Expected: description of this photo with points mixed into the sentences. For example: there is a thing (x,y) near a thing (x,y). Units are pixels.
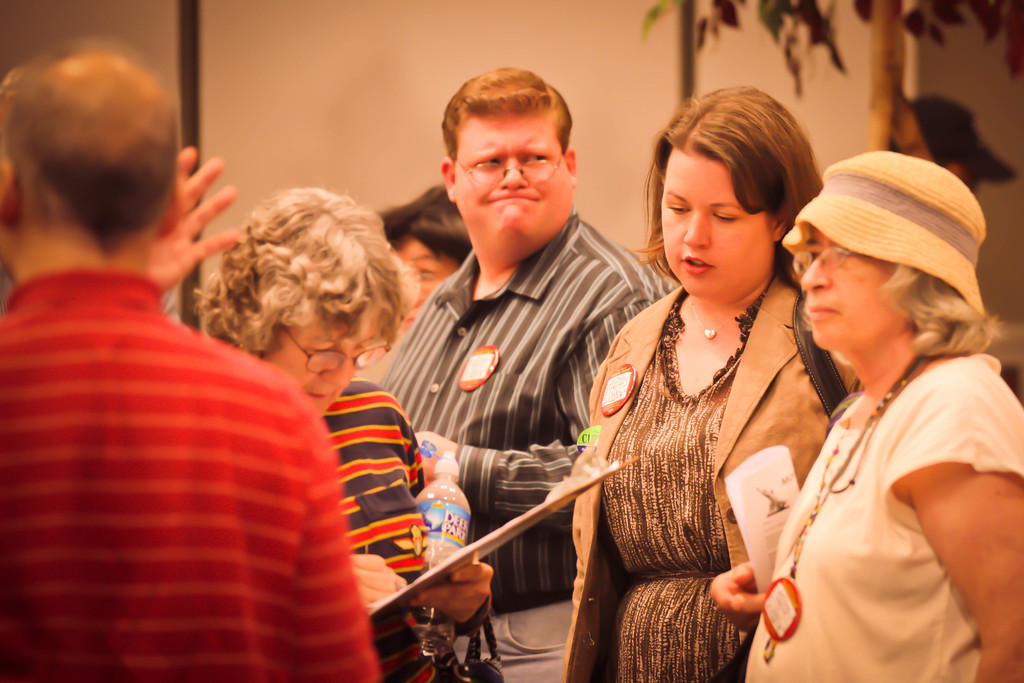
In this image I can see a person (151,428) wearing red and orange t shirt (149,444) and a woman (857,555) wearing white t shirt (863,553) and hat (934,249) and other woman (772,379) wearing brown jacket (784,396) and black dress (681,492) and few other persons (464,461) standing. In the background (325,123) I can see the white colored wall (358,106), few trees (919,16) and few other persons (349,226).
